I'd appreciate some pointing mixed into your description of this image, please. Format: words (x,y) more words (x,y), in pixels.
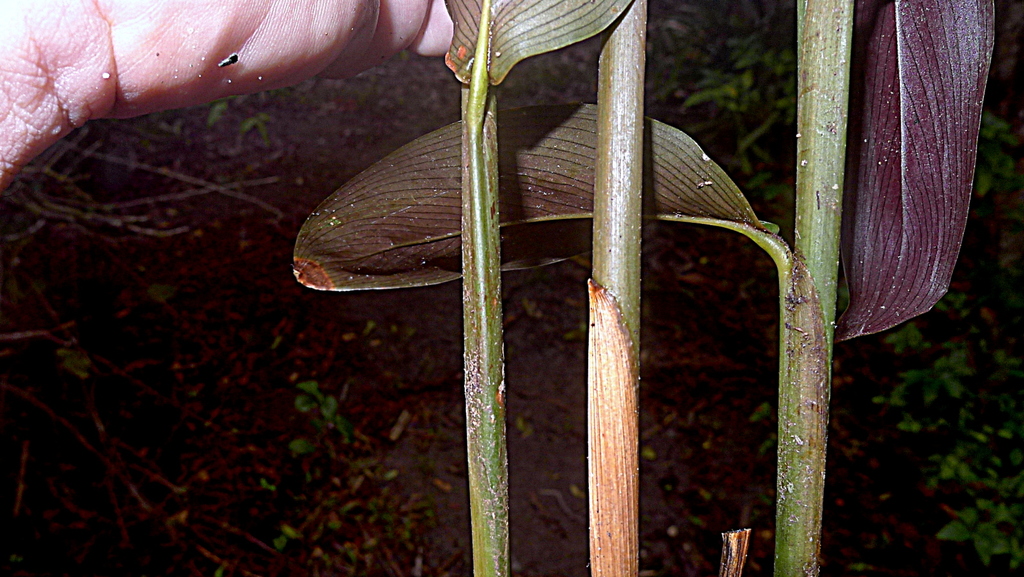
In this image in the foreground (497,319) there is a plant (499,299) and one man (296,70) is holding a leaf (460,31), and in the background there are some plants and grass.
